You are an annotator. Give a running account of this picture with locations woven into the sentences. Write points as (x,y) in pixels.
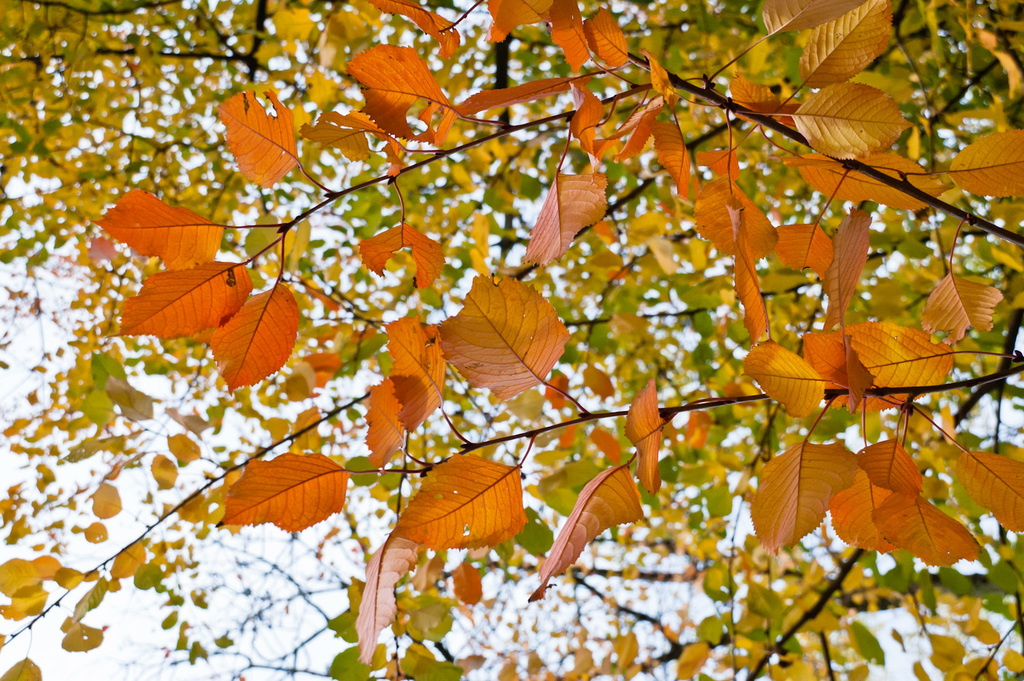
In this image I can see leaves (420,303). They are in orange, green and yellow color. The sky (184,470) is in white color.
